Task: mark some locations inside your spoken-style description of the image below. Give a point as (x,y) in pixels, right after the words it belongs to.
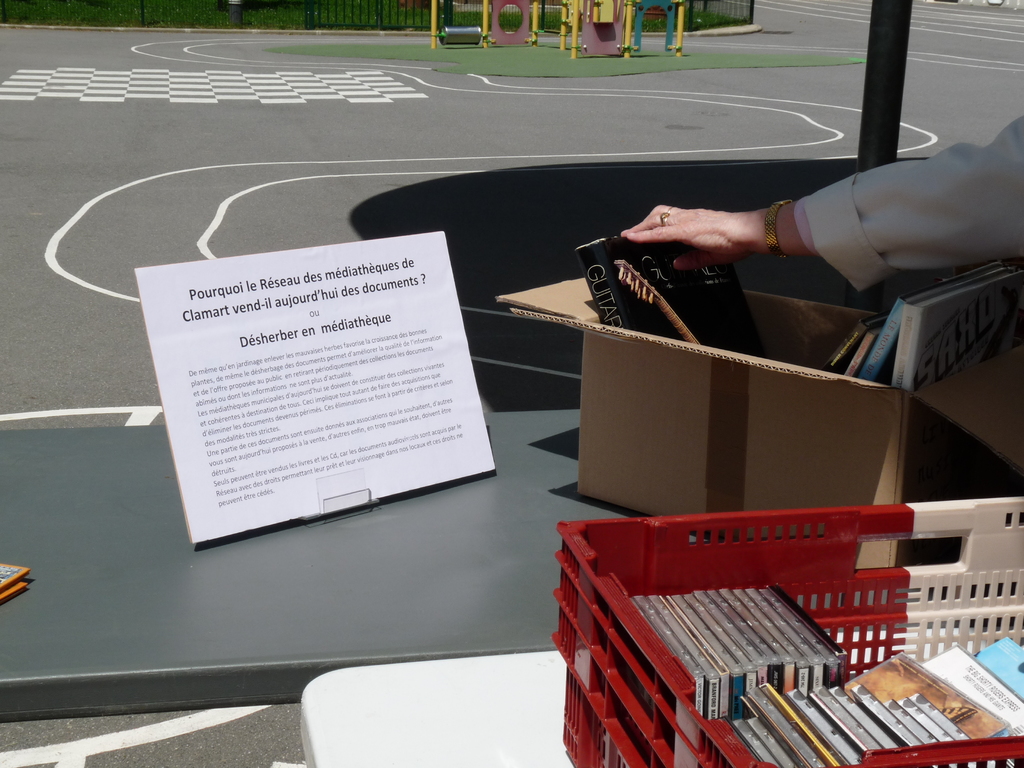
In this image there are a few objects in the basket (618,601) and a few books (608,319) in the cardboard box (655,392), there is a board (272,337) with some text (262,439) are placed on the table (487,501), beside the table (567,501) there is a hand (730,240) of a person (765,225). In front of the table (65,432) there is a road (731,91) and a pole (891,77), there is a railing (458,12), in front of the railing (717,1) there is a metal structure (573,22).
